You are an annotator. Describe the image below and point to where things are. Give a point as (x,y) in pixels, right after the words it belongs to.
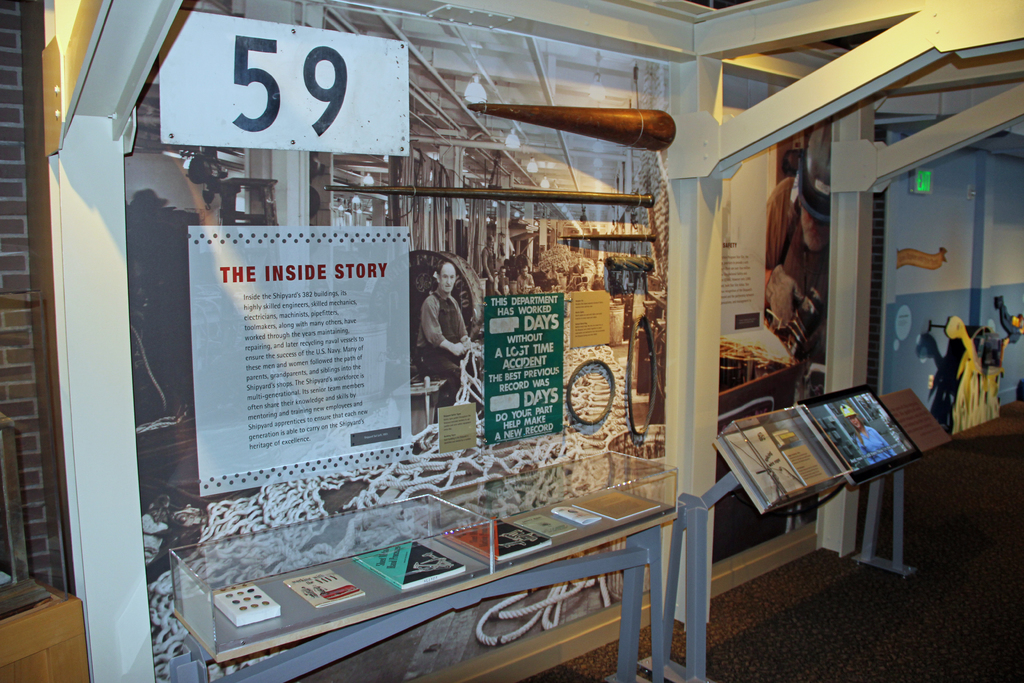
In this image, we can see some posters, images (874,434), glass rack (669,493), pillars (855,491), wall (637,413), some objects (988,366), signboard (918,184). At the bottom (988,464), there is a floor (933,606).
